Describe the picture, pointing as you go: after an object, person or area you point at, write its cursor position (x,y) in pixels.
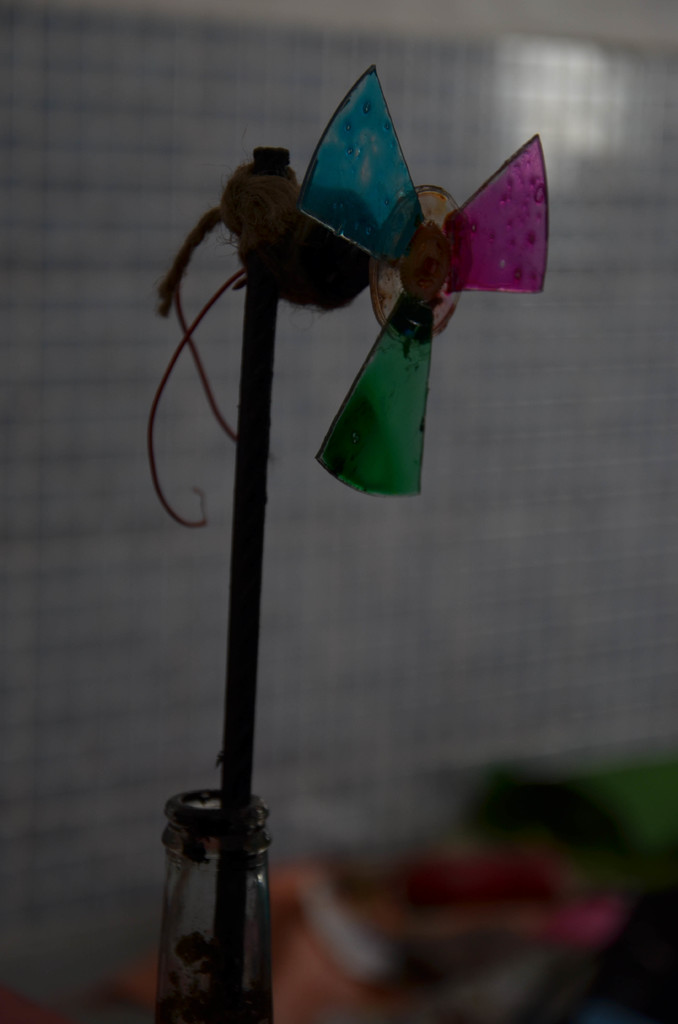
Here we can see a wind fan toy stick (356,266) is in this bottle (232,889). Background (657,495) it is blur.
